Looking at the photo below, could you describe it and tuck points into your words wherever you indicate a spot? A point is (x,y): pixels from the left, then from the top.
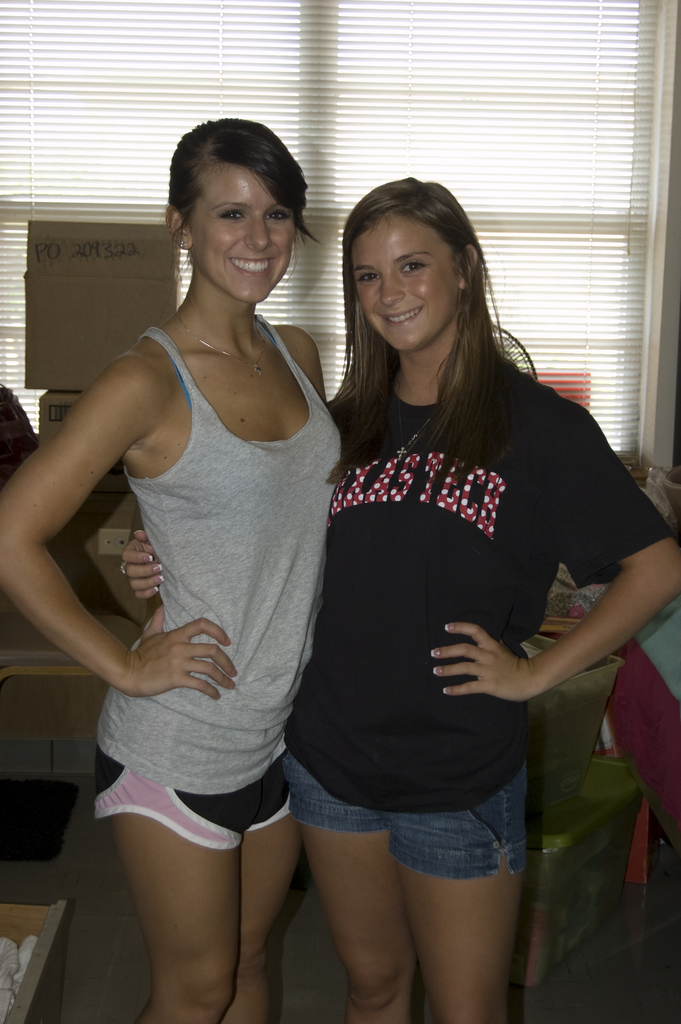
In this image we can see two women (262,447) standing and smiling. In the background (315,73) we can see the curtain (563,138) to the window (591,155). We can also see the cardboard boxes (48,334) and some boxes (585,781) on the floor (591,954). There is also a mat (51,837) visible in this image.
